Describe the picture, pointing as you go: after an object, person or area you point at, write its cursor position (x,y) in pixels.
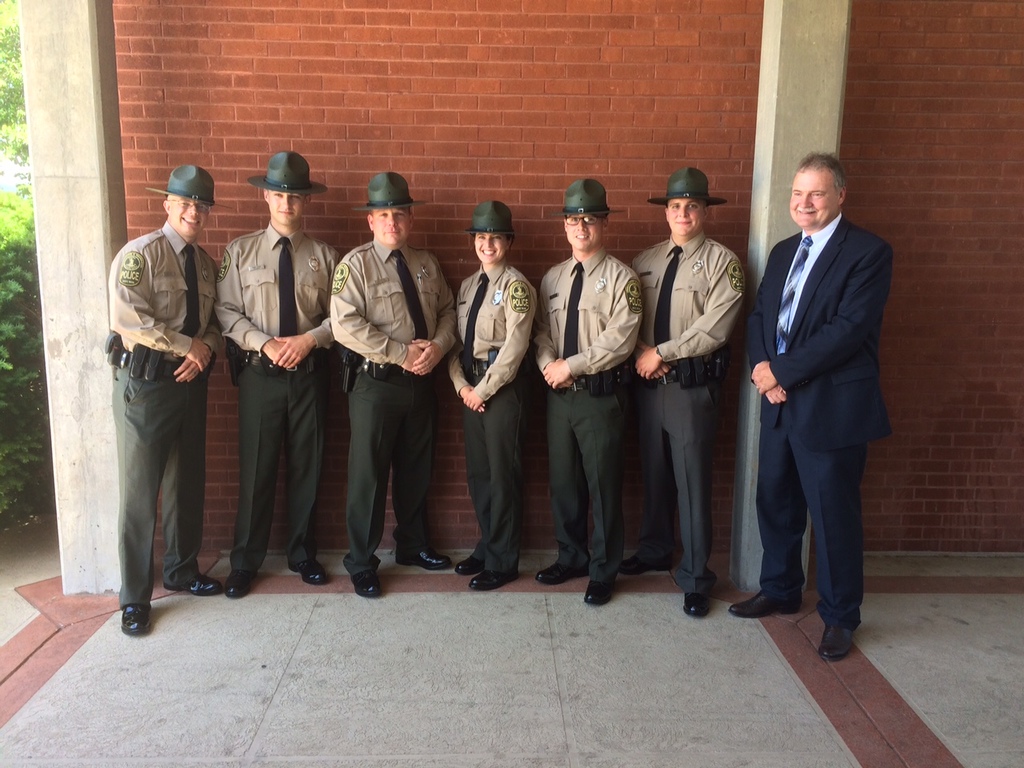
In this picture I can observe group of people (516,318). Most of them are wearing hats (312,191) on their heads (681,202). In the background (442,100) I can observe wall (442,71).
